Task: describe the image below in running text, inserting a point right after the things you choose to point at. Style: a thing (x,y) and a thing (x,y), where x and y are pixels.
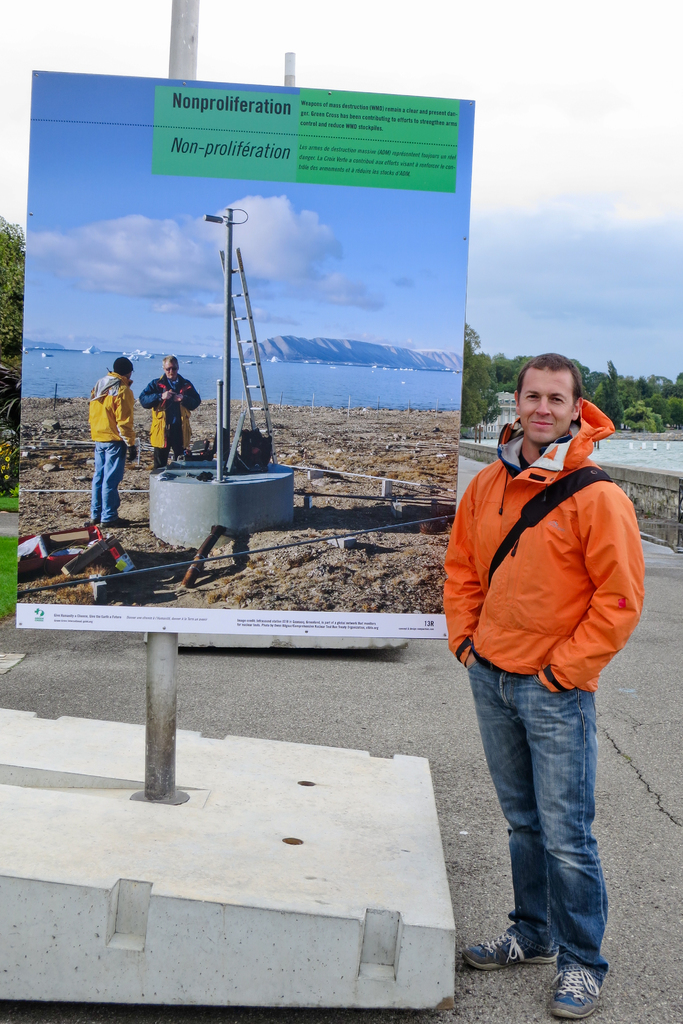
In this image I can see the person (589,756) with an orange and blue color dress (538,624). To the side of the person (586,707) I can see the board (163,469). In the board (273,552) I can see two people (186,417) and the pole (223,417). I can also see the water (280,393), clouds (323,251) and the sky (316,261). In the background (485,375) I can see many trees (474,379) and the sky (565,225).
